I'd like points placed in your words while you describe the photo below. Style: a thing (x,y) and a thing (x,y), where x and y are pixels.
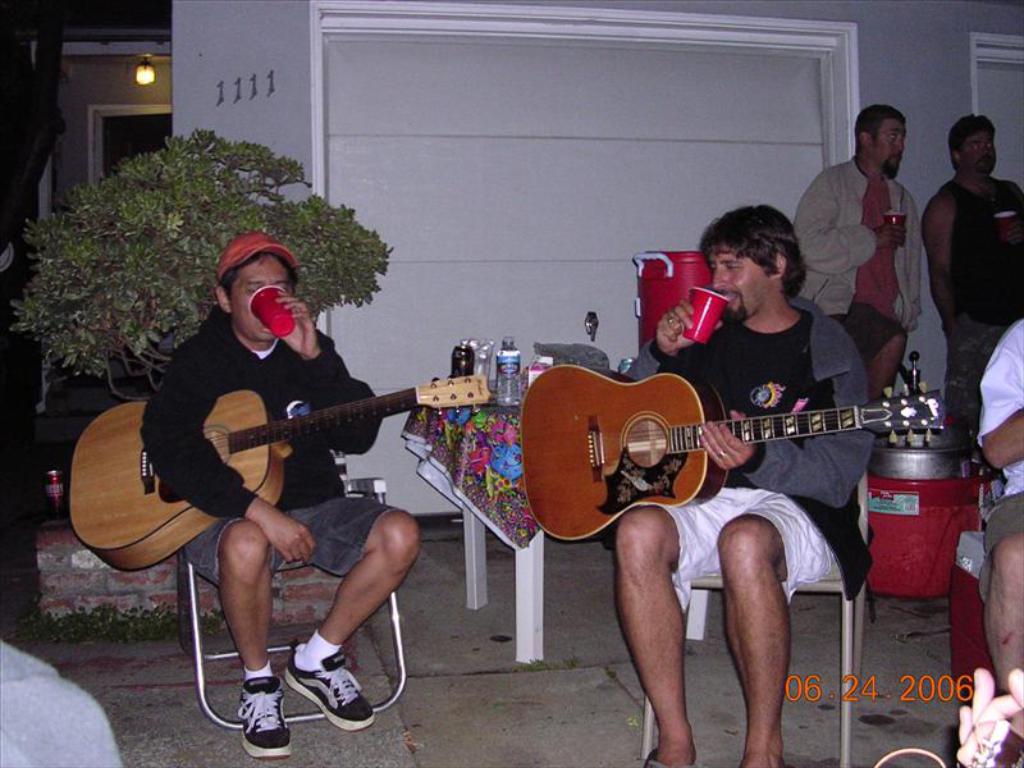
Two men (272,272) are sitting in chairs (394,619) holding guitars (268,445). They are drinking something from glasses (697,318). There is a table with some bottles (509,381) on it. Few people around them. There is a plant (85,332) in the background (76,351).
